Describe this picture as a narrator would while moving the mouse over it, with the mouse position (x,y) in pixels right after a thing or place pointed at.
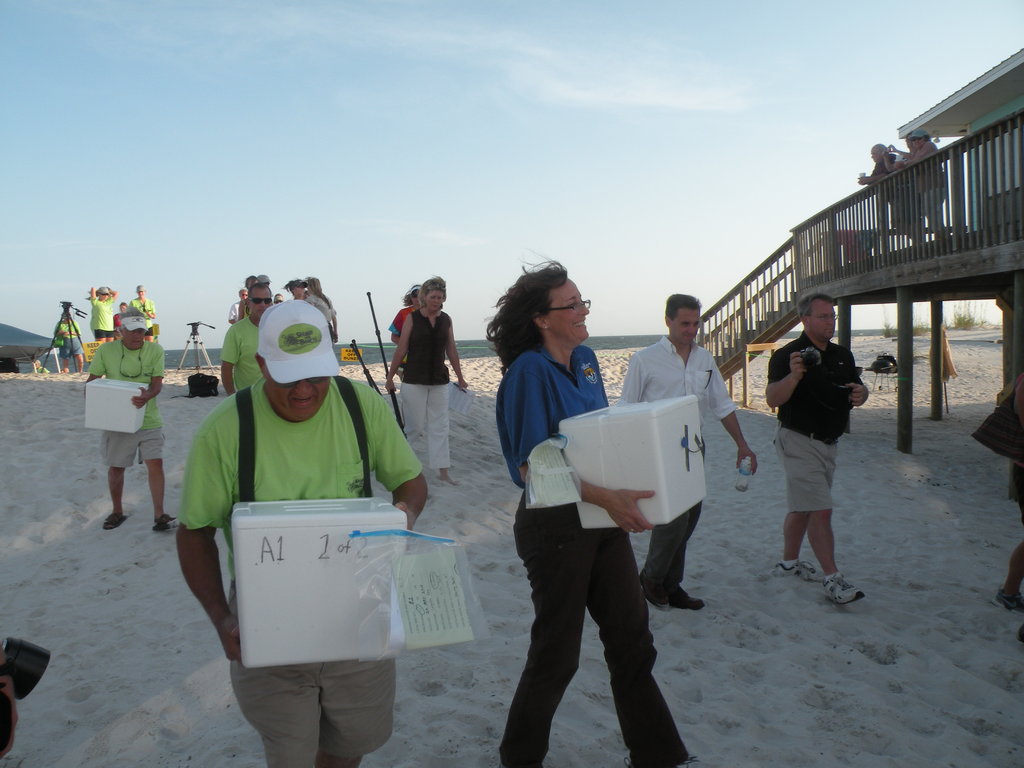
In this image I see number of people (286,371) in which these 3 persons (315,435) are holding a white container (686,490) in their hands (642,513) and I see that this man (628,397) is holding a bottle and this man (846,421) is holding a camera (820,362) in his hand (797,367) and this woman (426,415) is holding a black stick (382,347) and I see the sand (459,452). In the background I see an equipment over here and I see a house (1019,275) over here and I see the sky (651,194) which is clear and I see the plants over here.
